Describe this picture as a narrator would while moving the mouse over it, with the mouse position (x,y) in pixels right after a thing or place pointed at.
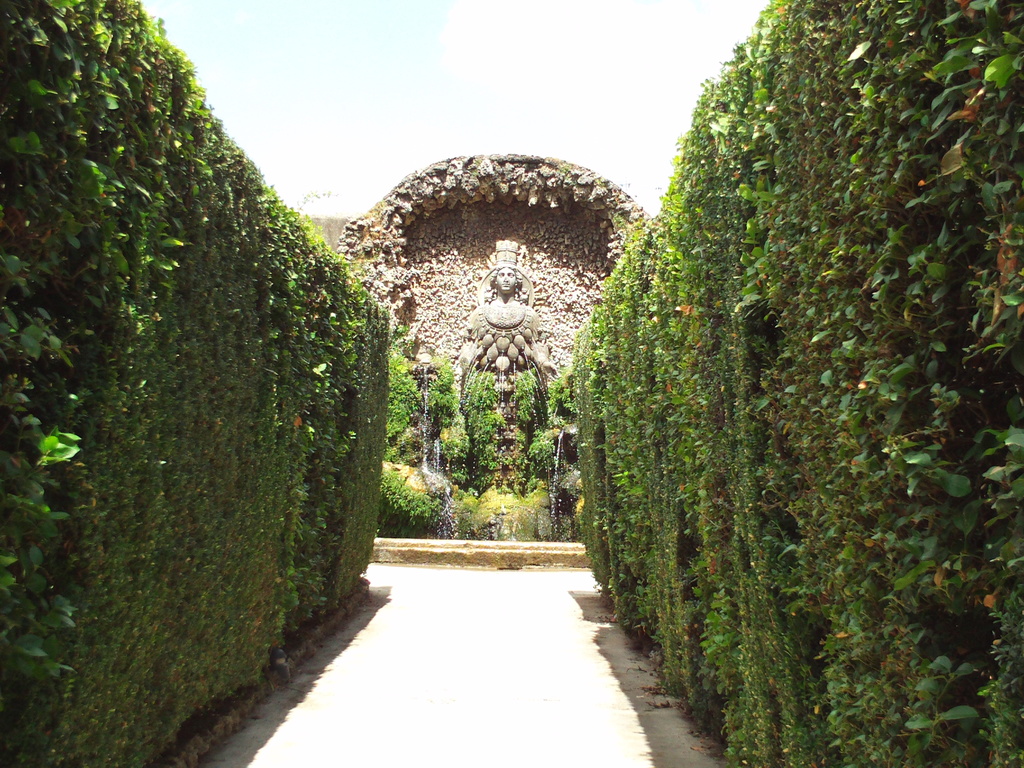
In this picture we can see a walkway (459,575) and it looks like a sculpture fountain (498,361). On the left (194,615) and right side of the walkway (493,713) there are the hedges (377,526). Behind the sculpture (480,308) there is the sky (419,106).
